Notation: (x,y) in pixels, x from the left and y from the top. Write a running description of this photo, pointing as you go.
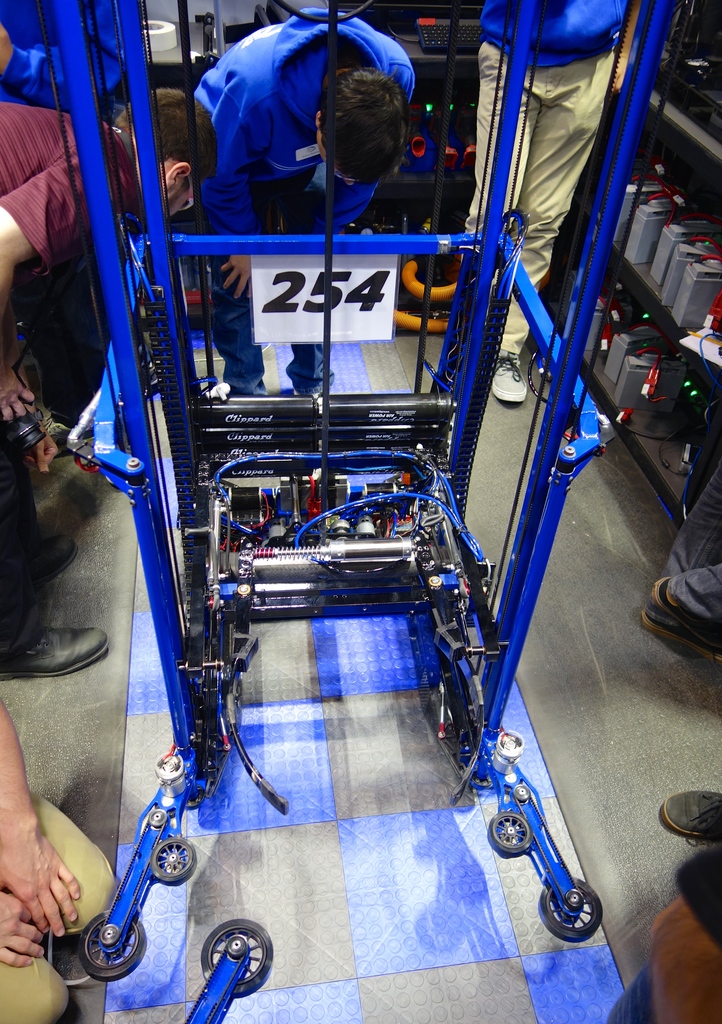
In this image we can see a machine (173,789) which has wheels (160,855) and a number board (284,319) is in blue color. Here we can see these people (43,912) are standing around the machine (669,11). In the background (645,445), we can see batteries (681,274) on the shelf (680,152) and a keyboard (471,28) here.
